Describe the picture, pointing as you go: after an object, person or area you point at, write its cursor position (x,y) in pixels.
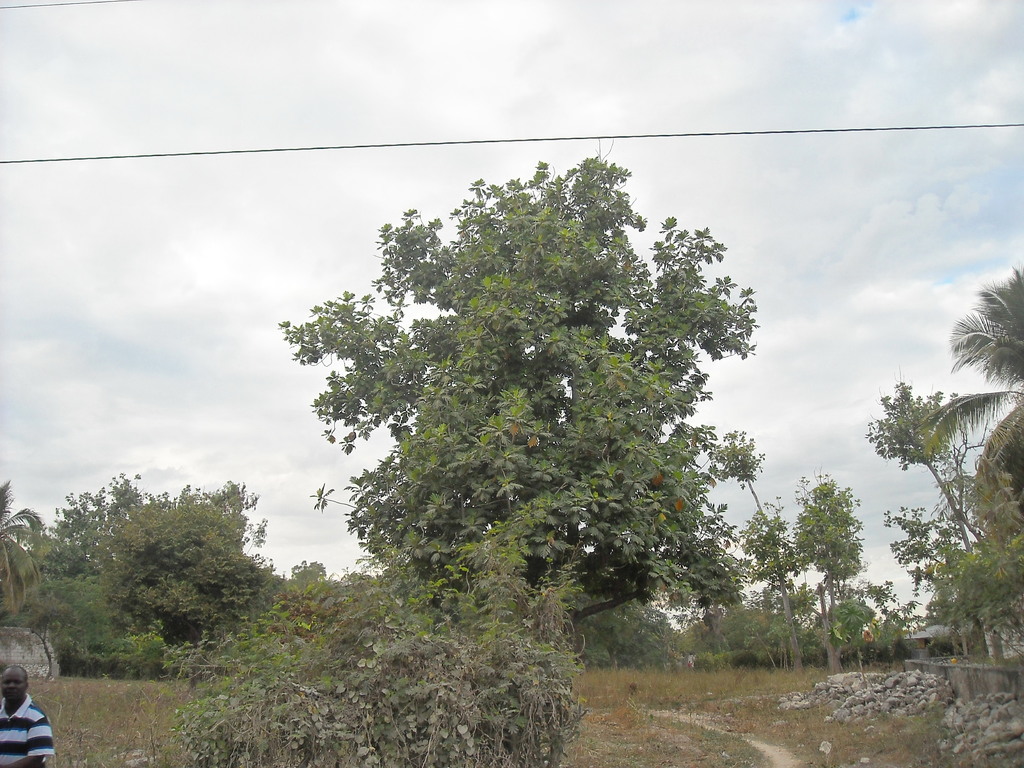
In the image on the left bottom (15,720) we can see one person (9,739) standing. In the background (310,266) we can see sky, clouds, trees (738,639), plants (209,640), house (939,632), roof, wall (1009,683) and grass (880,764).
